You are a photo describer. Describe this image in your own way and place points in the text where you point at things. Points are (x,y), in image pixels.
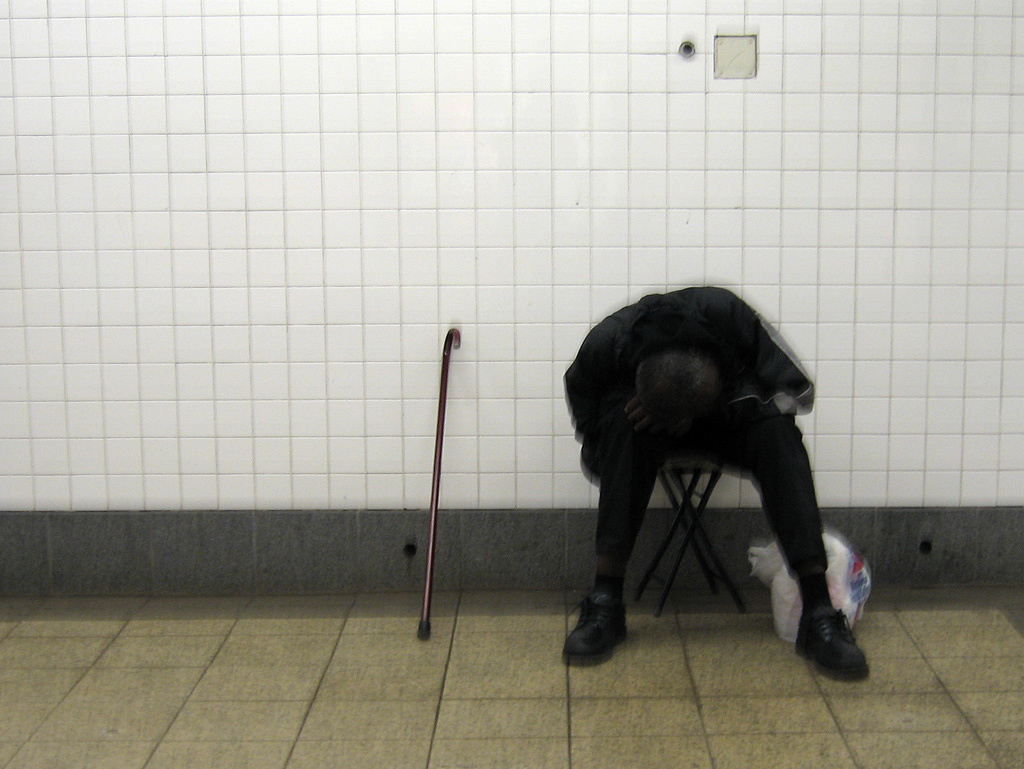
There is a person (638,417) sitting on a chair (685,476). Near to him there is a walking stick (432,534) and a packet (784,593). In the back (266,204) there is a wall (189,195).
